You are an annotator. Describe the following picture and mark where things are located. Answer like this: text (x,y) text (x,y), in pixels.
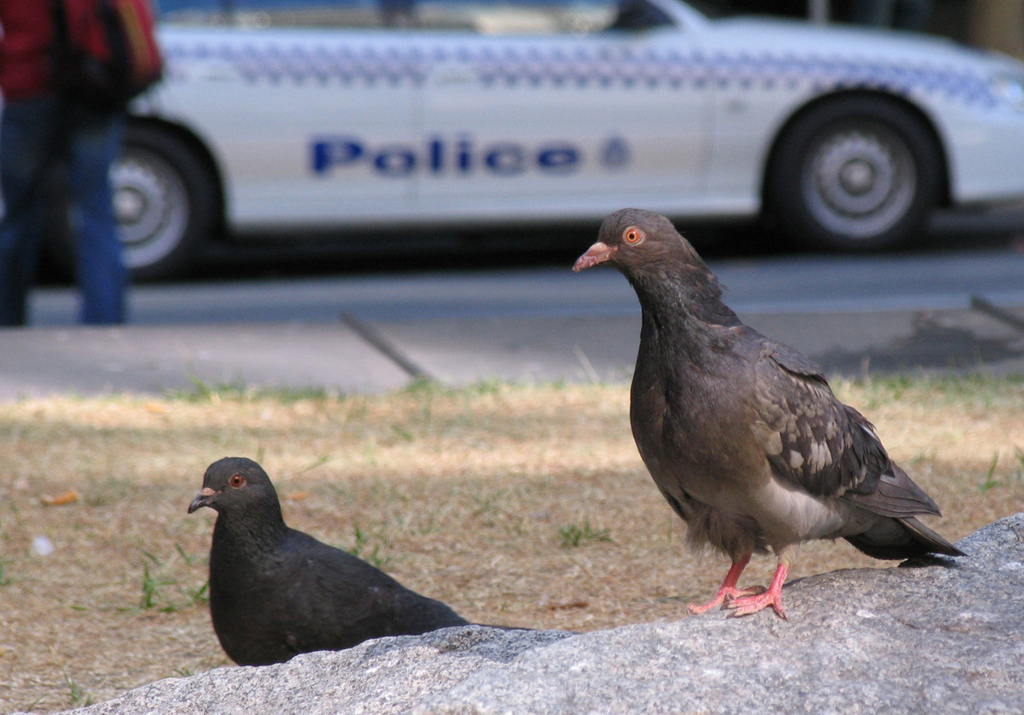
In this picture I can see two black birds (761,510) were standing on the ground (536,564). At the top (552,27) I can see the police car (480,190) on the road (298,281). On the left (58,131) there is a man (56,177) who is wearing jacket (26,53), jeans (90,214), shoes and bag (89,60). On the right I can see some green grasses (889,392) near to the road (998,293).
